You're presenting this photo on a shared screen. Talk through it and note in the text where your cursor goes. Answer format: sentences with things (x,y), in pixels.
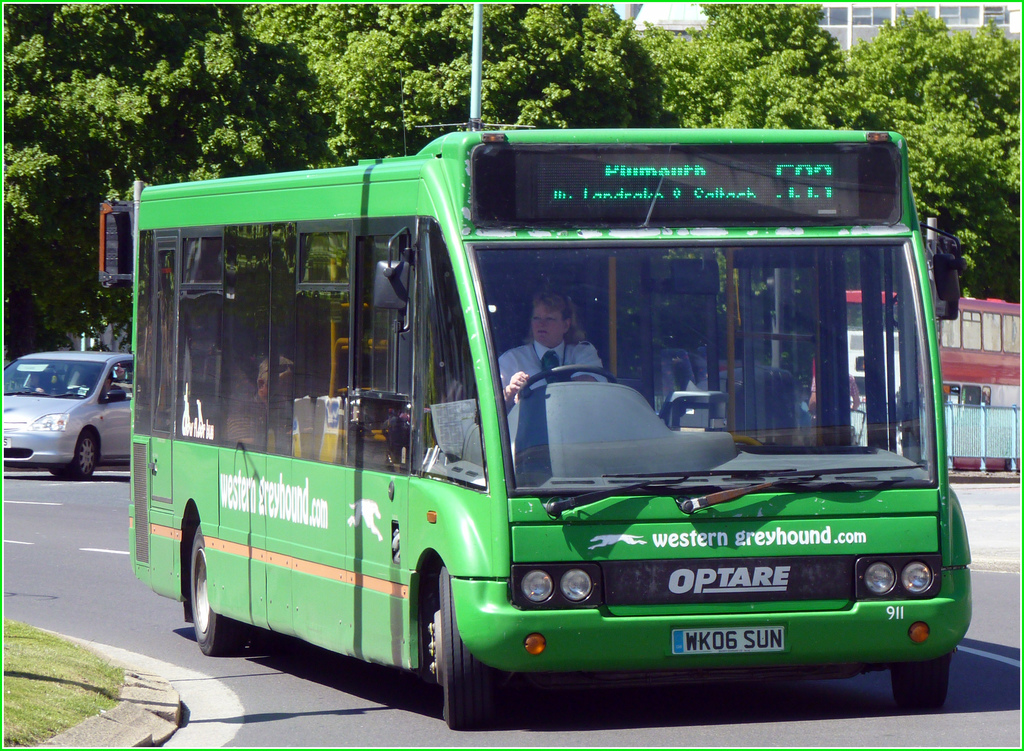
In this image we can see a person (539,354) driving the bus (645,451). We can also see the vehicles (5,446) passing on the road (54,569). We can see the barrier (961,416), grass (116,676), pole (474,14), building (879,26) and also the trees (725,54) and the image has borders (786,750).
